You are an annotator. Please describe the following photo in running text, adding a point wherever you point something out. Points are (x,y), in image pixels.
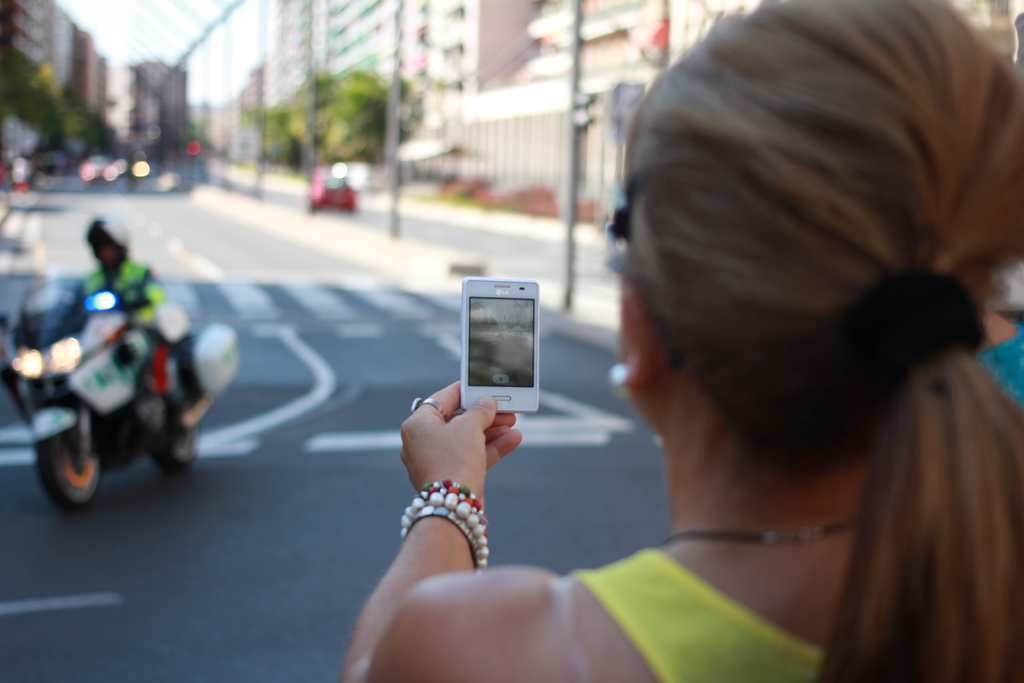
In this image, In the right side (771,549) there is a woman (639,636) she is standing and holding a mobile (477,381) in her left hand (477,425) she is taking a picture, In the left side (52,369) there is a man (139,288) riding a bike (114,376), In the background (372,288) there is a road (191,188) in black color and there are some green color trees (65,114).
